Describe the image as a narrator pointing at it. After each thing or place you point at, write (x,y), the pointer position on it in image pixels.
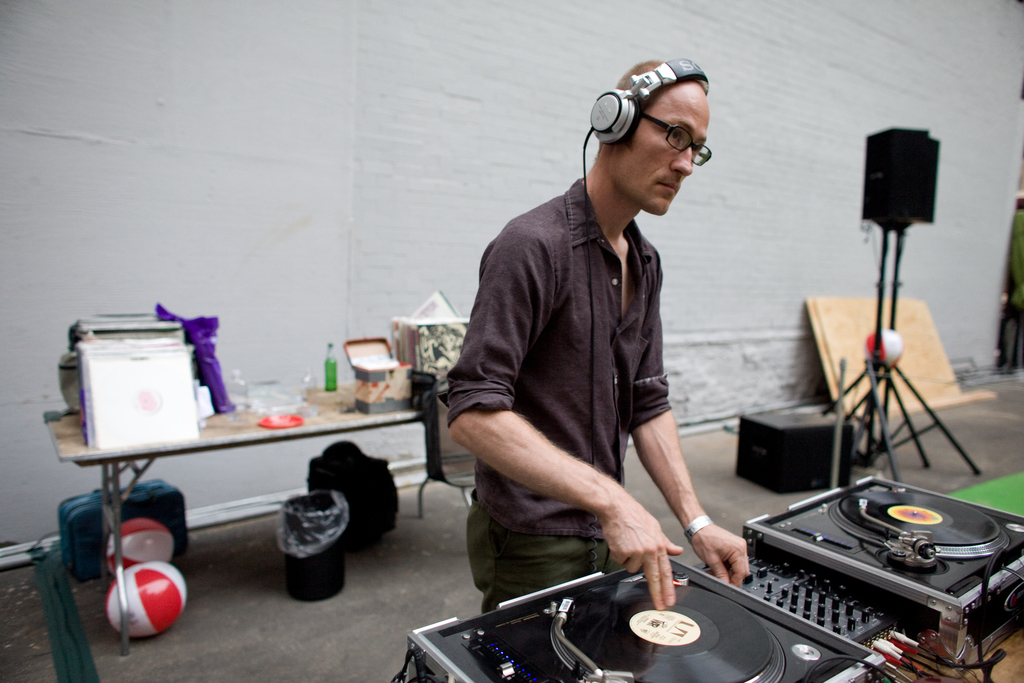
In this image I can see the person (475,344) is standing and wearing headset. I can see the DJ-equipment (578,675) and few objects (157,404) on the table (247,440). I can see the dustbin (313,558), bags (82,572), stand (892,380), speaker (880,186) and the wall (471,203).
